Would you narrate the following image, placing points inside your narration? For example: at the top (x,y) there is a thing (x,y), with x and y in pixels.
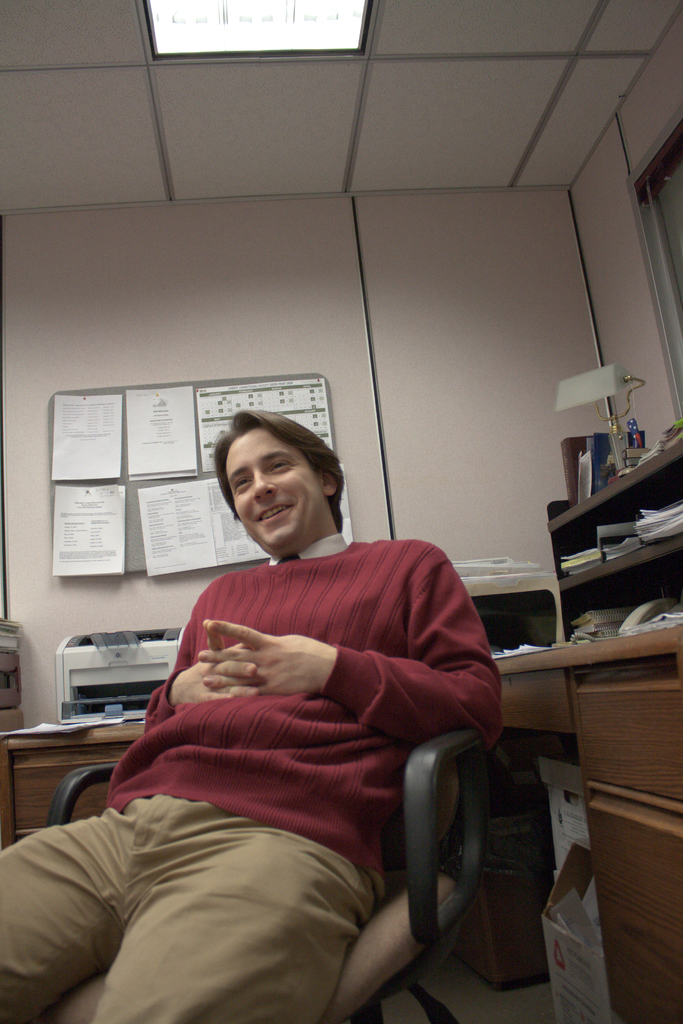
In this image i can see a man (343,721) sitting on a chair (433,749) at the back ground (576,603) i can see a cupboard (586,610) few books (594,628) in it, a board (277,379) and a wall (263,291).
